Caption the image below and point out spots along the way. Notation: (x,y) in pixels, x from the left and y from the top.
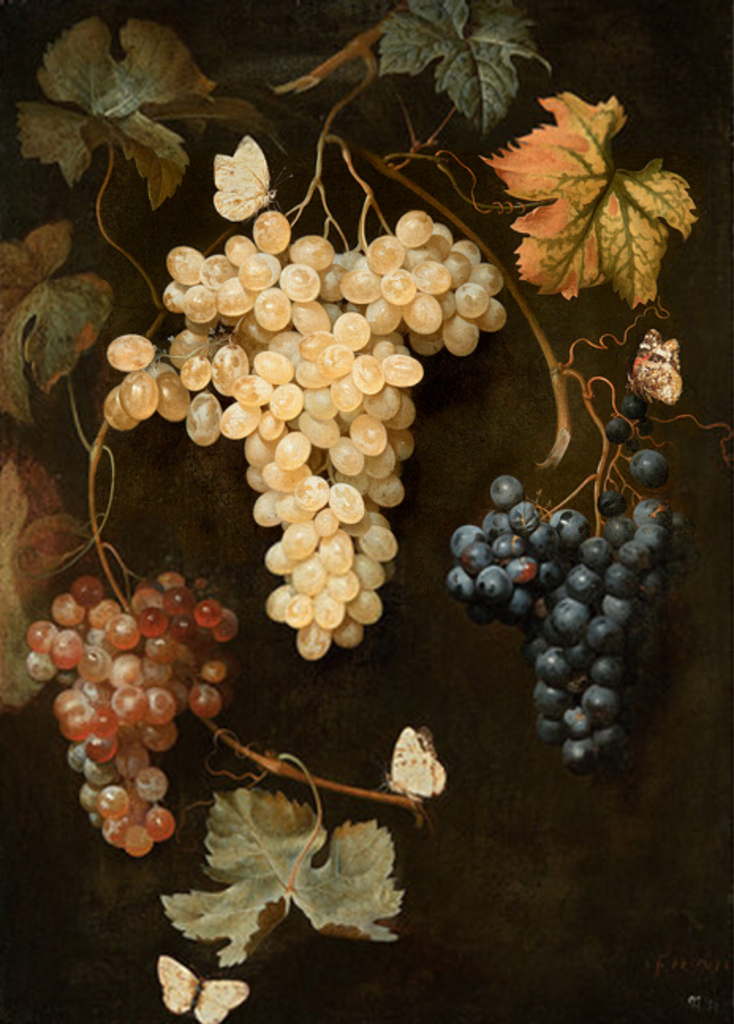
In this image there is a plant (135,132), there are grapes (359,555), the background of the image (462,794) is dark.
